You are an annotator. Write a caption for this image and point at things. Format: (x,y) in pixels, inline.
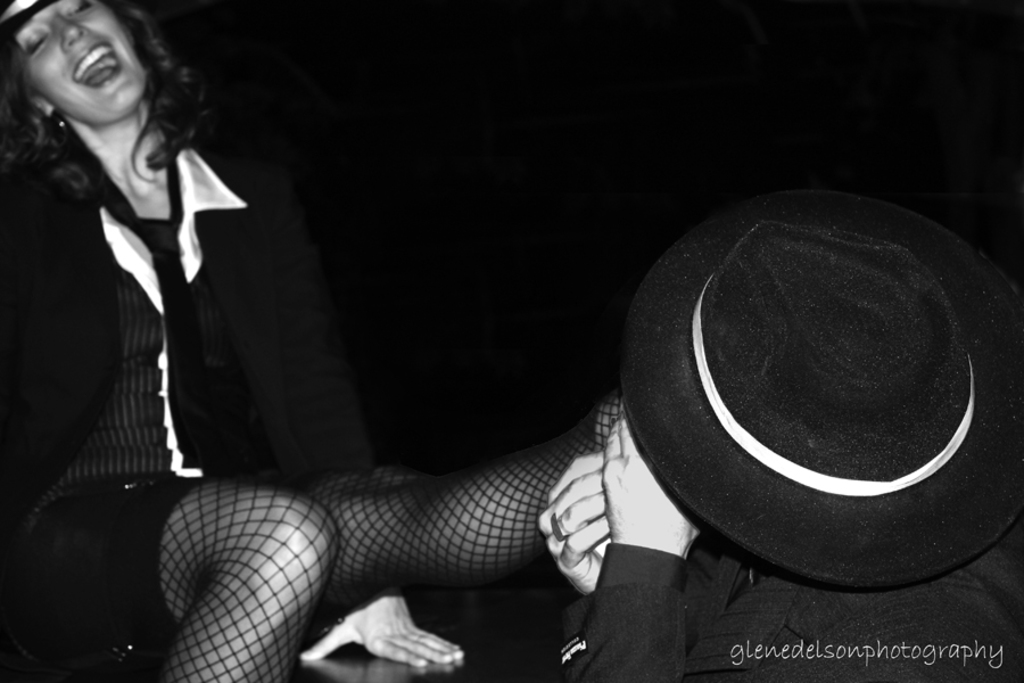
In this image there are two person's (748,291), a person (332,319) sitting, another person (808,415) with a hat (839,543), and there is a watermark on the image.
